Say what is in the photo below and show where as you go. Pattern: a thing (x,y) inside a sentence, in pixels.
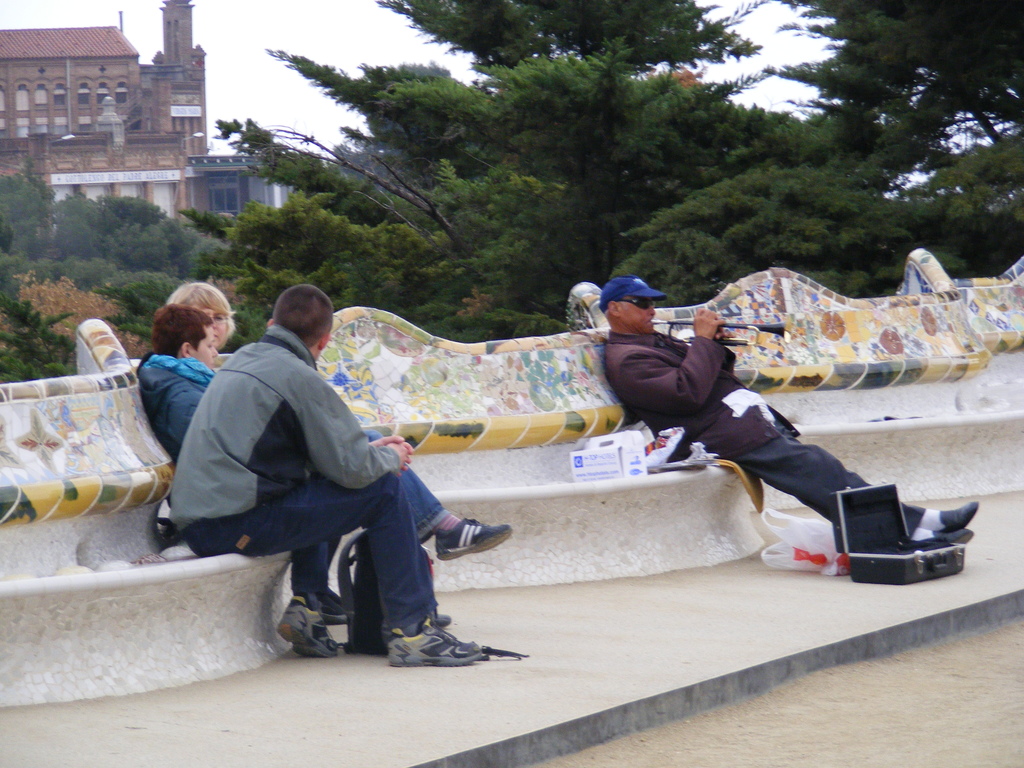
Here is the man (788,449) sitting and playing the musical instrument (690,325). I can see a cardboard box (608,479) and a cover (673,450) are placed on the bench (683,517). There are three people (242,506) sitting on the bench (207,563). This looks like a suitcase (866,552), which is placed on the ground (835,608). These are the trees (548,99). I can see a building (220,184) with windows (43,125).
